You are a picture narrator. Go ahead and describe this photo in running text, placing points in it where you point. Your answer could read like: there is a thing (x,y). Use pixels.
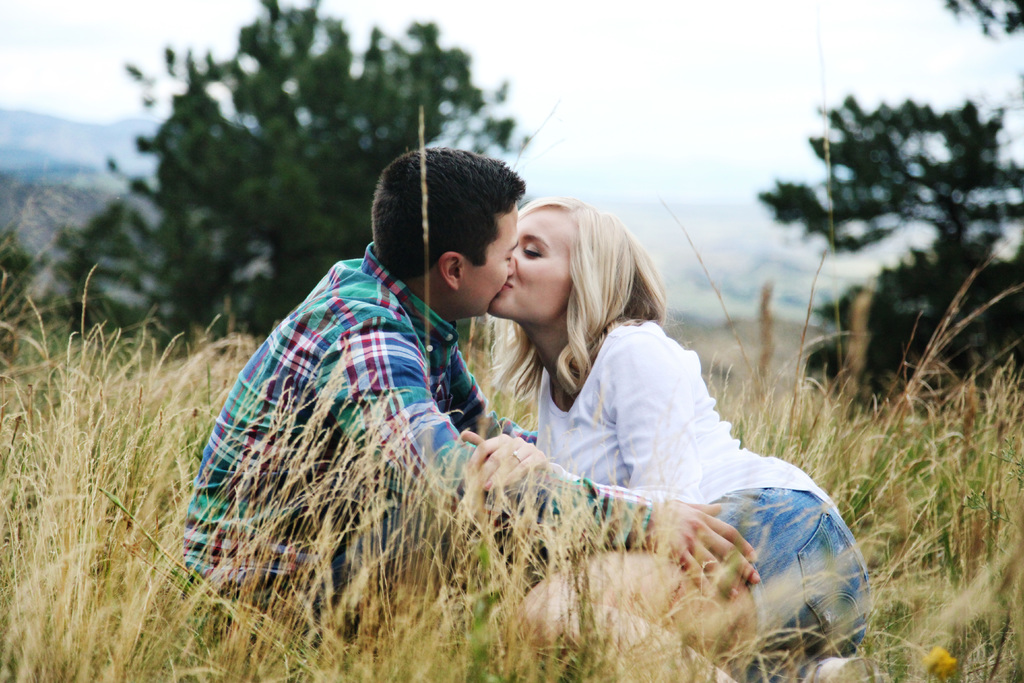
In the image in the center (420,353) we can see two people (263,563) were sitting and they were kissing. In the background (541,101) we can see the sky (537,47), clouds (549,44), trees (945,257), plants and grass (1008,396).
